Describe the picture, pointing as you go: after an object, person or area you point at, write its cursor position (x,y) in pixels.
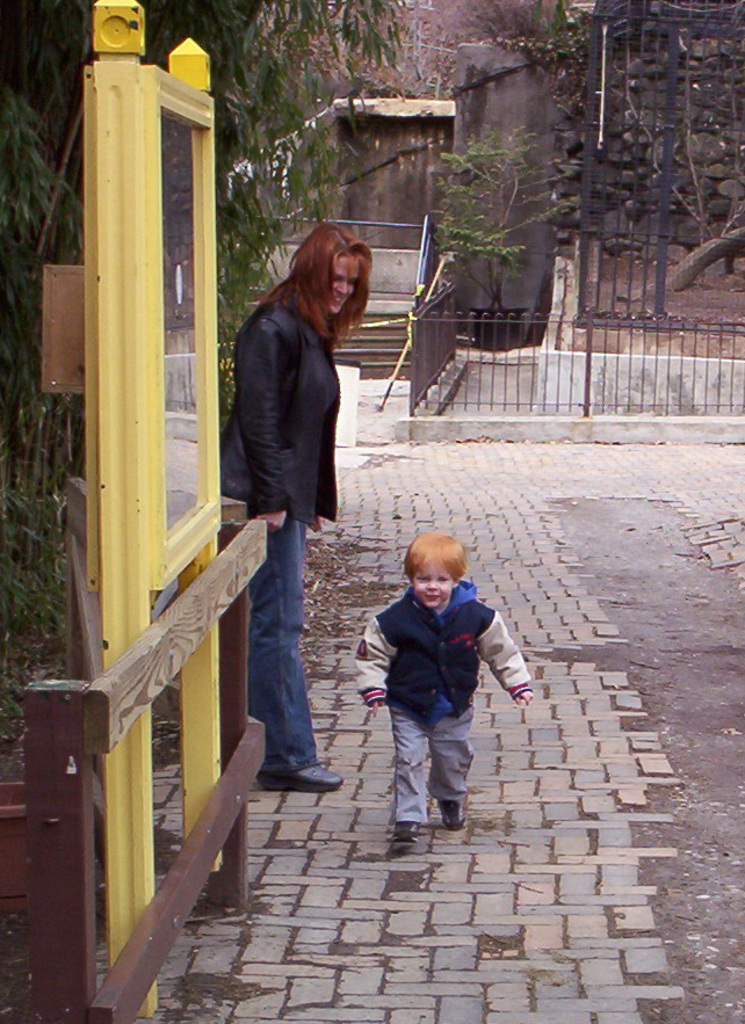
In this picture I can observe a woman (310,484) and child (402,698) in the middle of the picture (331,519). On the left side (176,200) I can observe a mirror (180,181). In the background (631,382) I can observe railing (682,365) and a wall (540,239).
